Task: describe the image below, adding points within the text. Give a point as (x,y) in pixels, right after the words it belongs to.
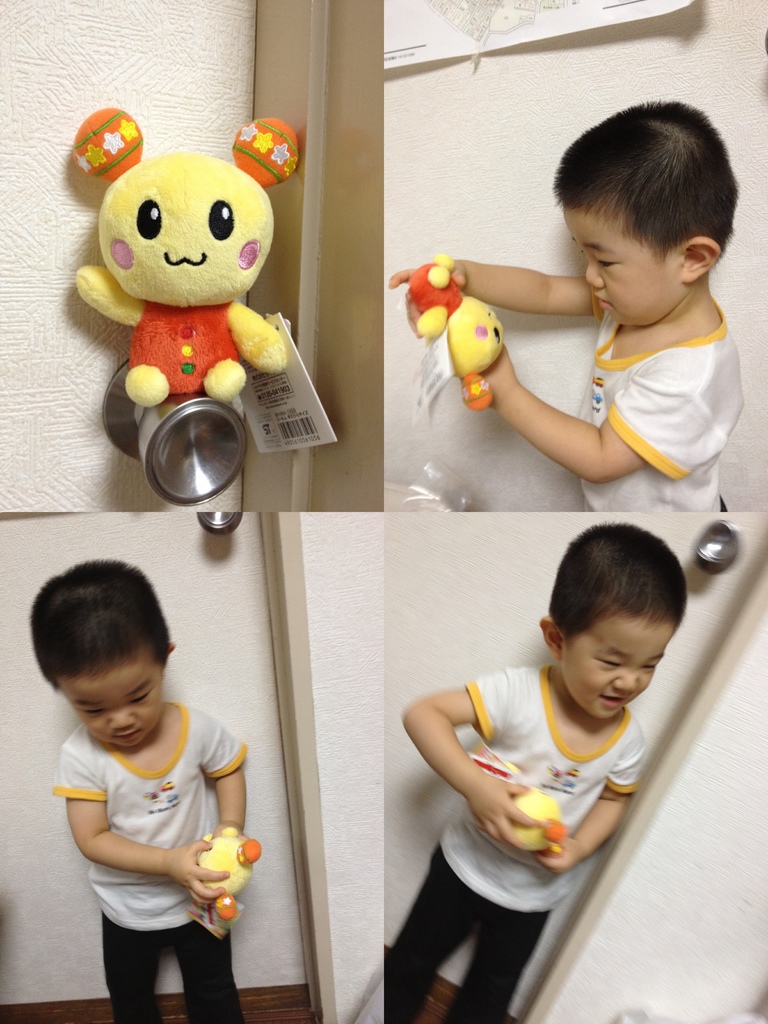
In the picture we can see four images in the first image we can see a doll (269,181) which is placed on the door handle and in second, third and fourth images we can see a child (548,414) standing near the door (413,535) and holding a doll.
